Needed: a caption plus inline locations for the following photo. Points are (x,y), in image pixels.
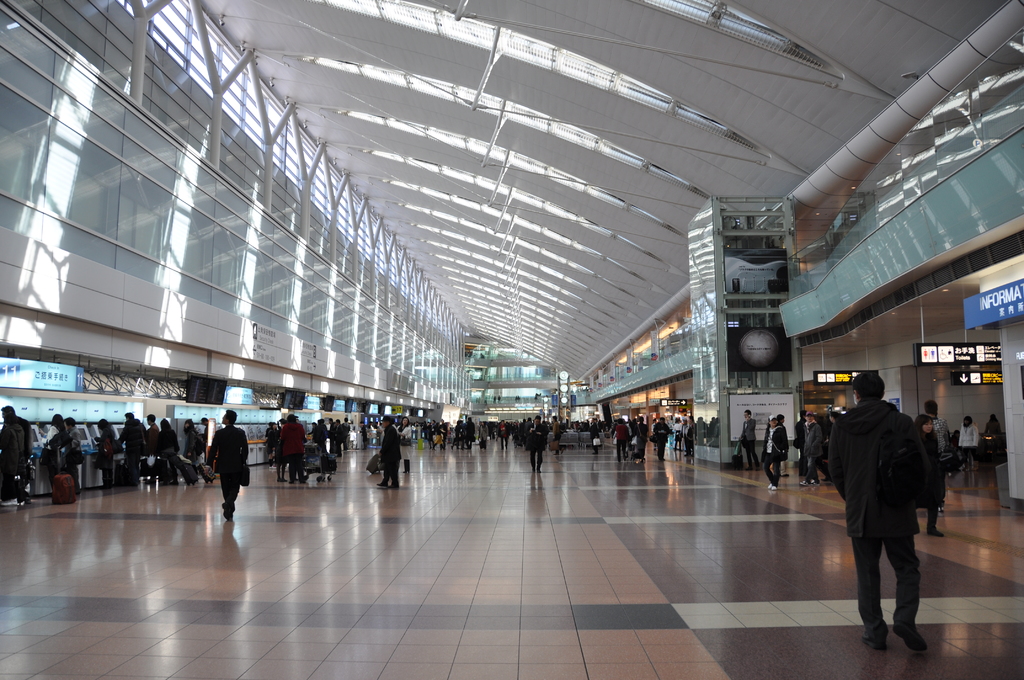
In this image there are group of persons (862,527) standing and walking and on the right side (964,352) there are boards (964,352) with some text (962,352) and signs (983,360) on it and on the left side (50,402) there are boards (71,384) which are blue in colour. In the background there are lights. On the top (551,168) there is a shelter (568,233).
